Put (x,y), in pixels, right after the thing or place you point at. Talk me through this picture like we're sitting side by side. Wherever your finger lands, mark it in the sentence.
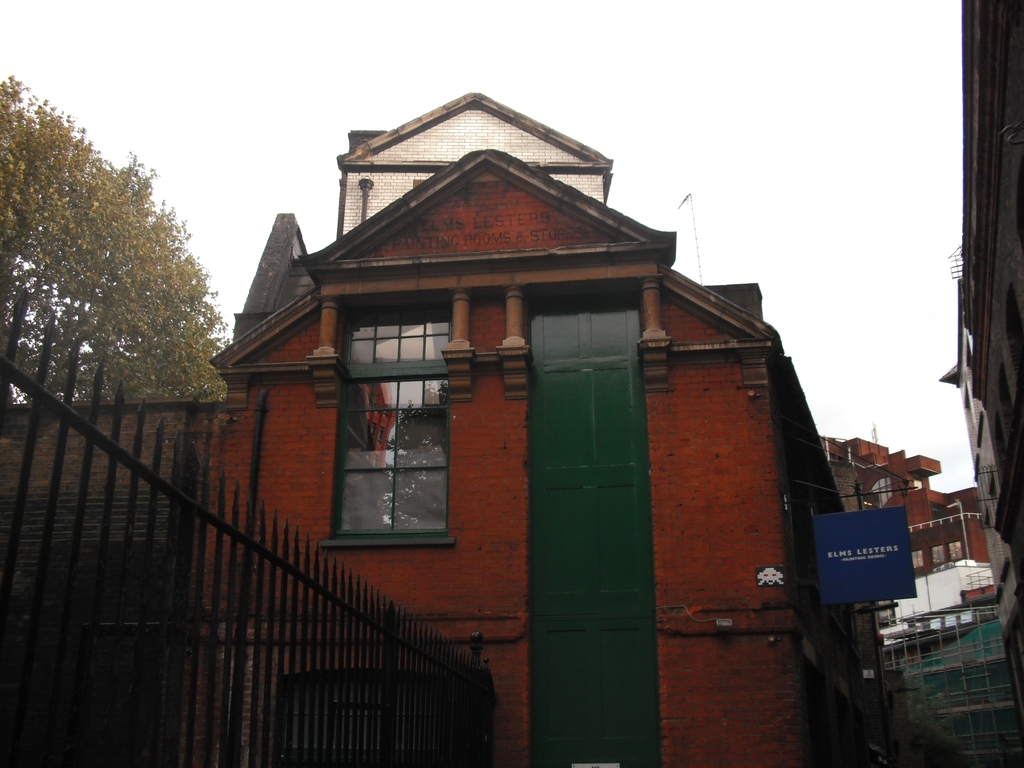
On the left side (165,682), there is a black color fencing (393,702), near a building (416,435) which is having glass windows (416,435). In the background (912,476), there are buildings (912,475), trees (119,276) and there is sky (393,29).
